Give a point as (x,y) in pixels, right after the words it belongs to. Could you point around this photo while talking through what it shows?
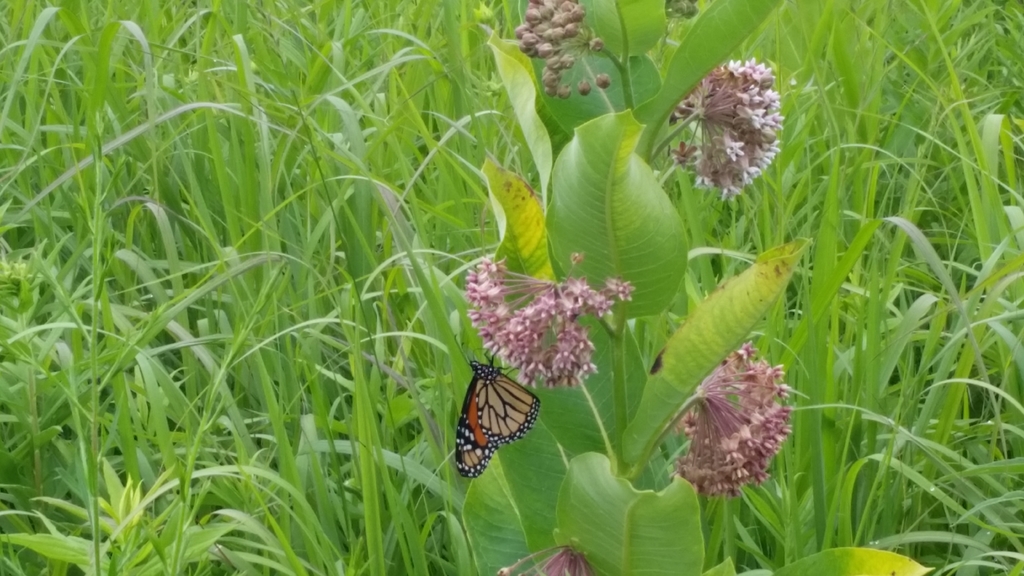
In this image I can see the flowers (536,281) and buds (568,70) to the plants (592,444). I can see the butterfly (483,450) which is in white, black and brown color. It is on the flower (507,302). On both sides of the plants (577,29) I can see the green grass (358,205).
